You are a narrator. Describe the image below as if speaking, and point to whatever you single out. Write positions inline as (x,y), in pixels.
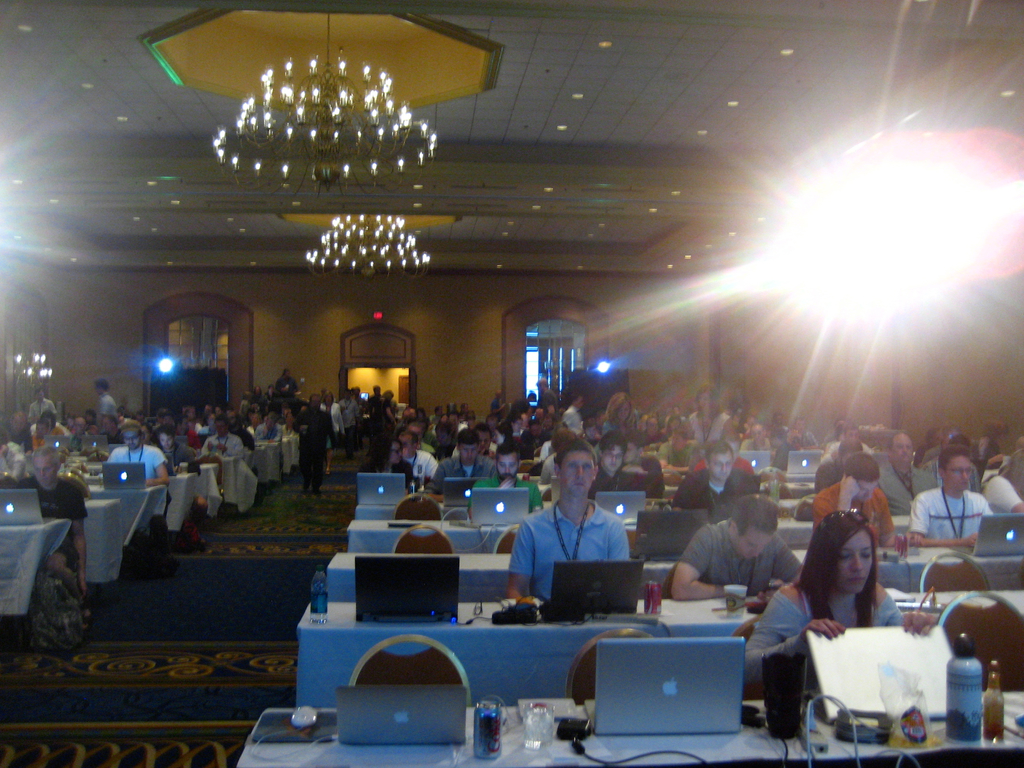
In this image there are tables (345,660) with laptops (356,579) and other objects (911,699). There are people (488,430) sitting on chairs (946,618). In the background of the image (310,361) there is wall (323,363). There is a door (350,363). At the top of the image (80,81) there is ceiling (264,191) with lights (431,147). At the bottom of the image (160,732) there is carpet (98,719). There are people (310,422) walking in the center of the image (386,401).
